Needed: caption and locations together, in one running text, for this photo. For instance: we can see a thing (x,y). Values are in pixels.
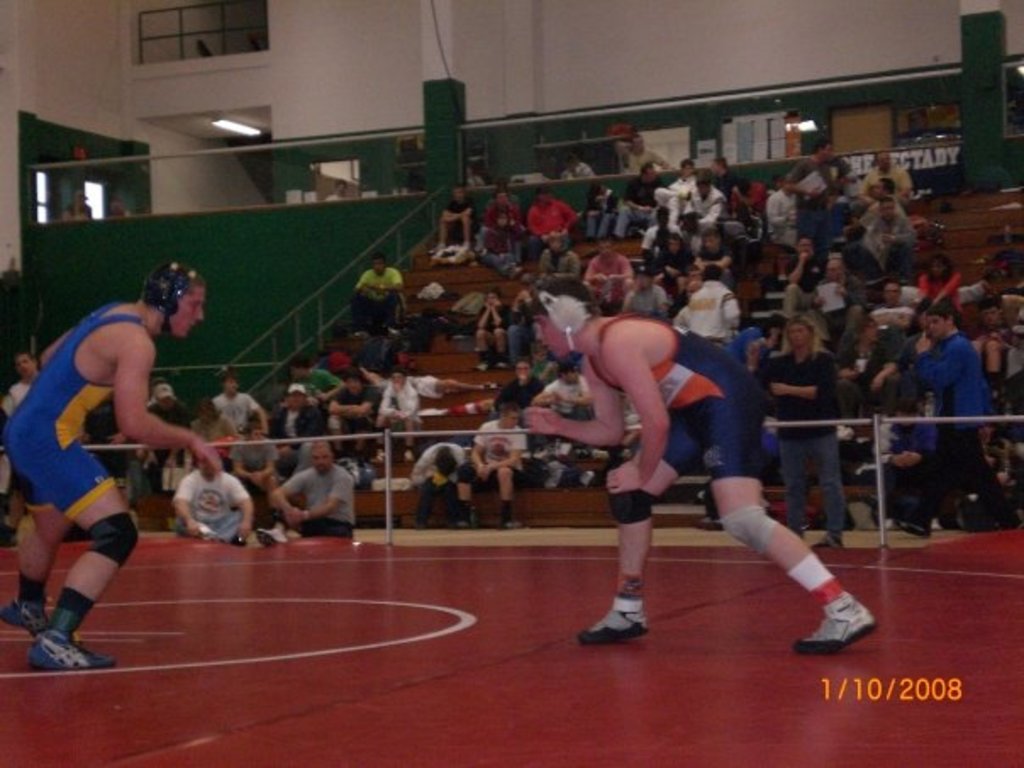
In the center of the image (646,340) we can see two persons (637,350) standing on the ground (78,674). In the background (278,407) we can see stairs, crowd (986,342), fencing (231,443), pillars (437,125), door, light (221,128) and wall (680,51).
